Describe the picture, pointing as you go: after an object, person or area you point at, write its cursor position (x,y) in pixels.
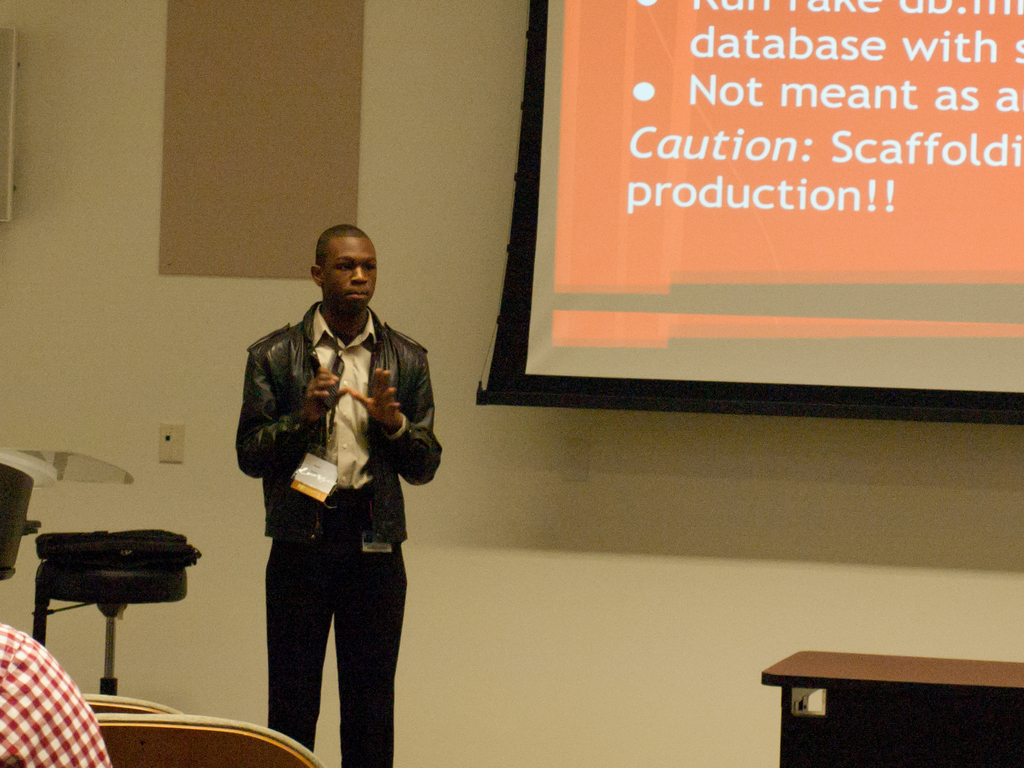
On the left side of the image (28,751) there is a person (53,757) sitting. In front of him there are two chairs (157,727). There is a person (385,461) standing. Beside him there is a bag (139,541) on the chair (114,632). Beside the chair (83,597) there is some object (29,453). On the right side of the image (799,666) there is a table (873,678). In the background of the image (850,303) there is a screen (646,234). There are frames (346,184) on the wall (173,362).
